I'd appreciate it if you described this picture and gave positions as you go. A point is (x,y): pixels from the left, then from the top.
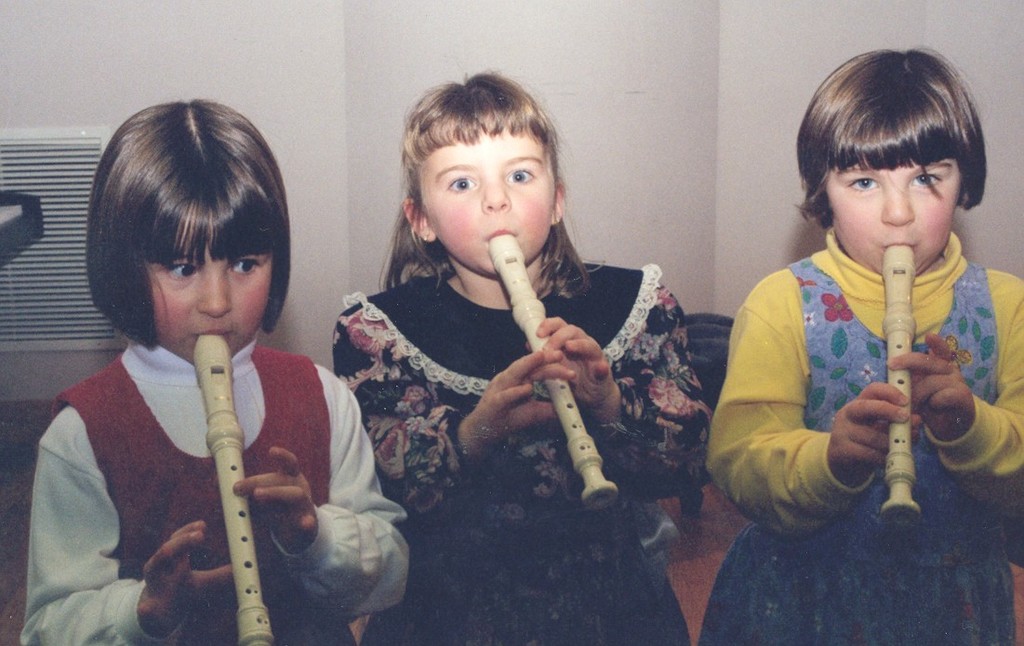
In this image we have three girls (600,339) who are standing and playing flute (571,426).
